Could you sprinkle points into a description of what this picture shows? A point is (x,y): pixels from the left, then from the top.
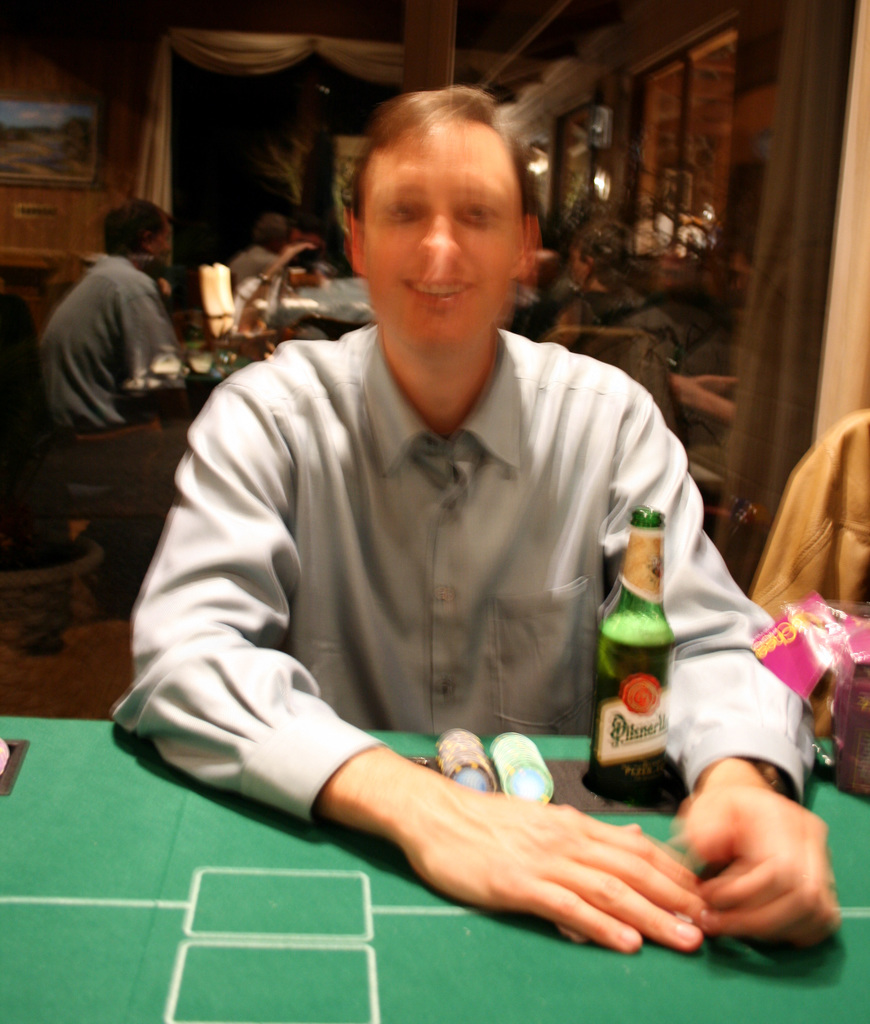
In this image I see a man (460,156) who is smiling and there are few coins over here and a bottle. In the background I see few people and the wall (318,12).
